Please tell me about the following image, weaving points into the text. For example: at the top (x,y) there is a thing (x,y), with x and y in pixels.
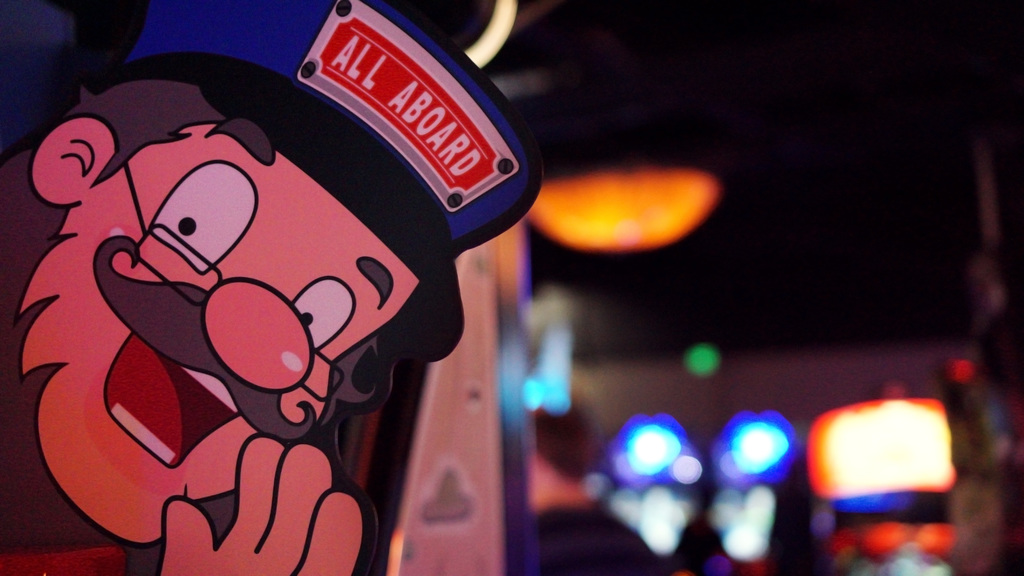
In this image on the left side (228,302) I can see a cartoon (273,345). In the background (875,414), I can see the lights (659,425).
